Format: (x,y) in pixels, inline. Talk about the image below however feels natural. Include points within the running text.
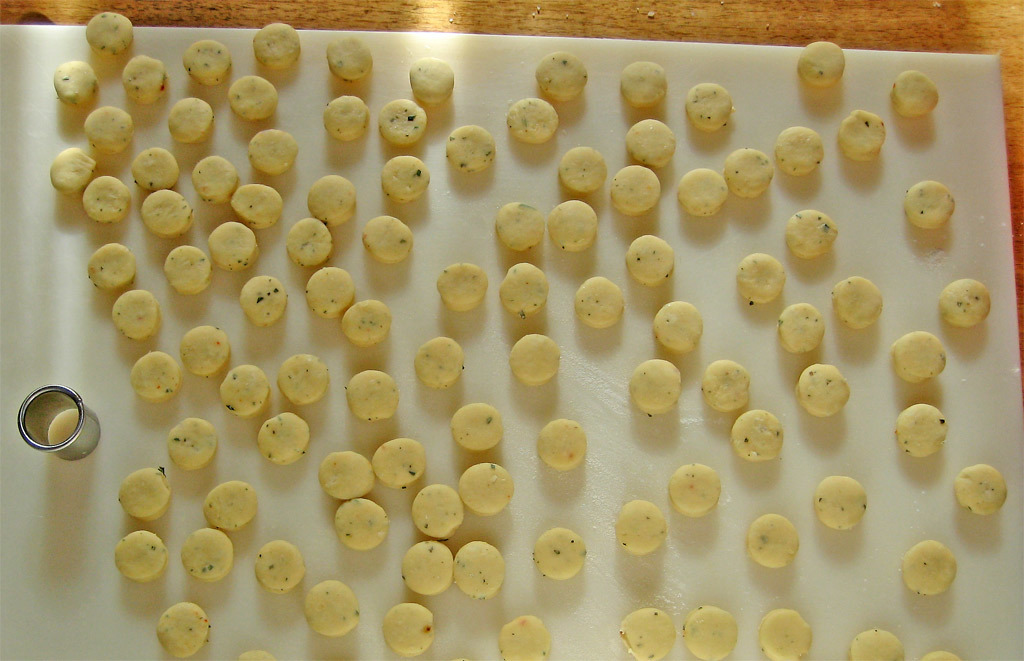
This image consists of food (574,216) which is on the surface (574,304) which is white in colour and there is a cutter (73,430).
